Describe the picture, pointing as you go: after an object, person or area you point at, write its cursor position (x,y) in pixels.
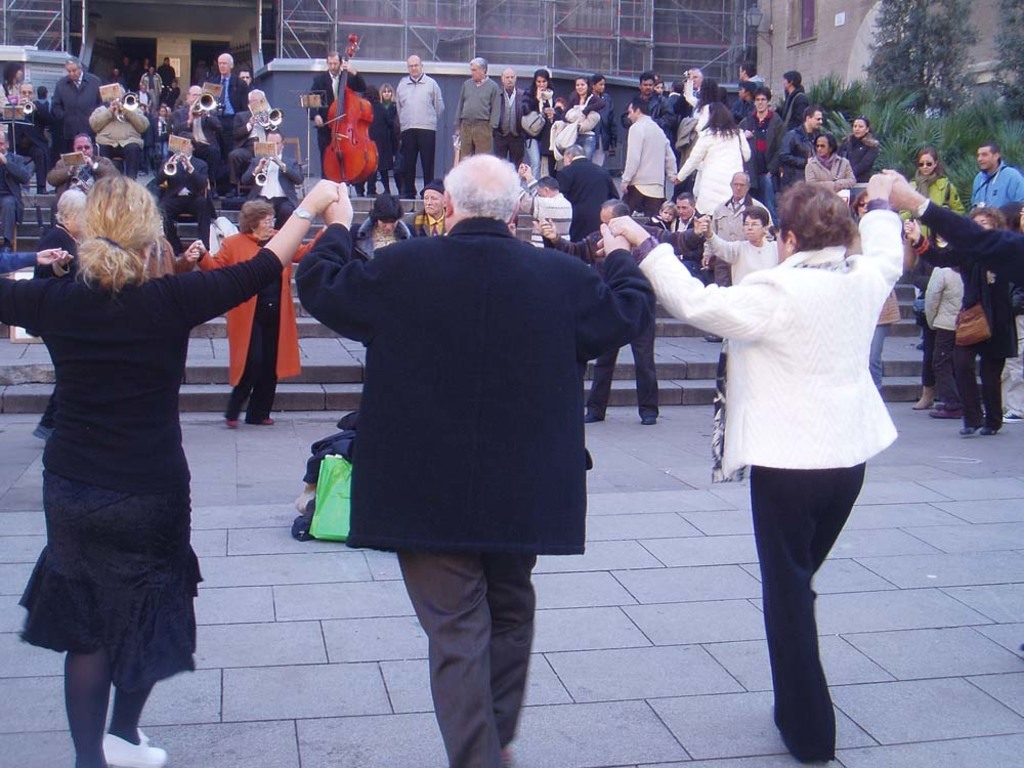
In this picture we can see a group of people (19,293) holding the hands (53,252) and dancing on the path (237,640). In between the people (123,276) there are some objects (319,450). Behind the people (232,243) some people (469,103) are standing and some people (235,138) are sitting on chairs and playing the musical instruments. Behind the people (25,168) there is a building (806,72), plants (923,122) and trees (907,43).
